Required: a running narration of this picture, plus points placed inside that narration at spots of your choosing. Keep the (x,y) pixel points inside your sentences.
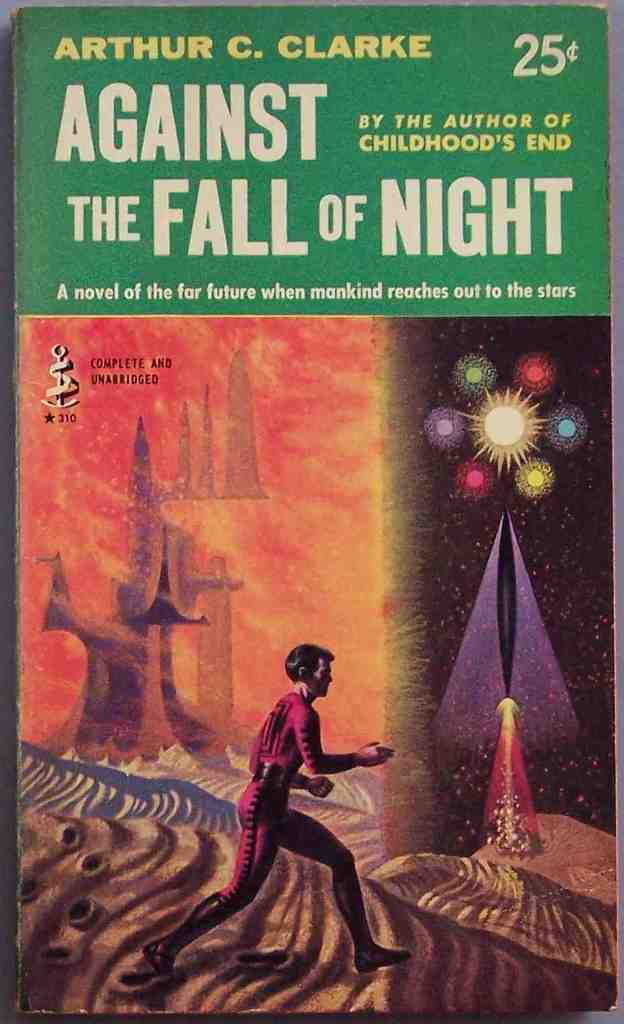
In this image there is a cover page (259,574) of a book (284,486) with some images (247,595) and text (468,185) on it.
